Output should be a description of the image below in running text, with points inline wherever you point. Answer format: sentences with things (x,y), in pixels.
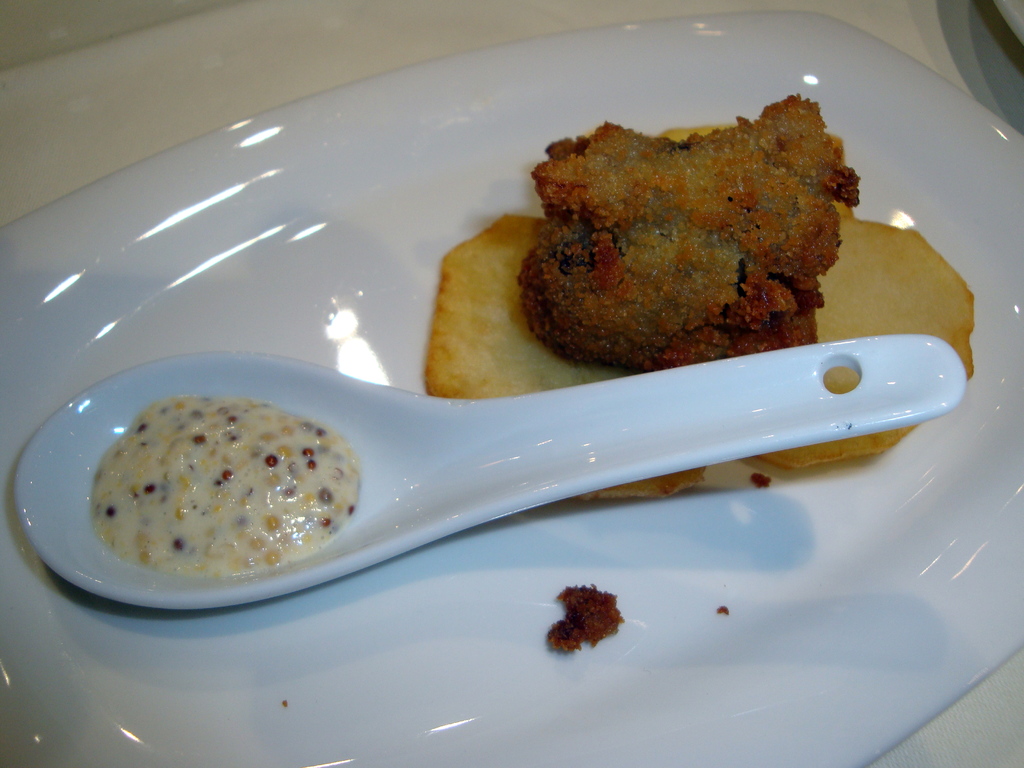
In this image we can see some food (665,367) and a spoon (819,425) with sauce (296,448) in a plate (104,366) which are placed on the table (140,46).
